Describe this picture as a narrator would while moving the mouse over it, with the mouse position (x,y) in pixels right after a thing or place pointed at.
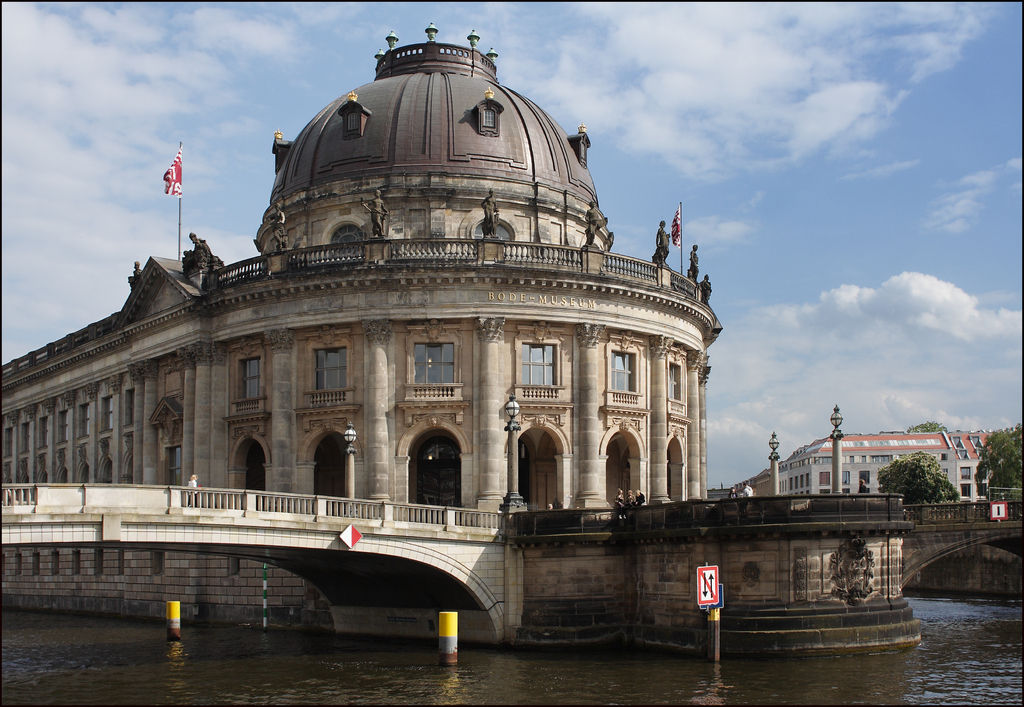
In this picture we can see water (657,668) at the bottom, on the left side (275,550) there is a bridge (260,534), in the background (481,385) we can see buildings (645,464), on the right side (937,478) there are two trees (878,489), poles (770,477) and lights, on the left side (171,177) there is a flag (173,178), there is a sign board (704,587) in the middle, we can see the sky (649,111) and clouds (666,90) at the top of the picture (684,85).
